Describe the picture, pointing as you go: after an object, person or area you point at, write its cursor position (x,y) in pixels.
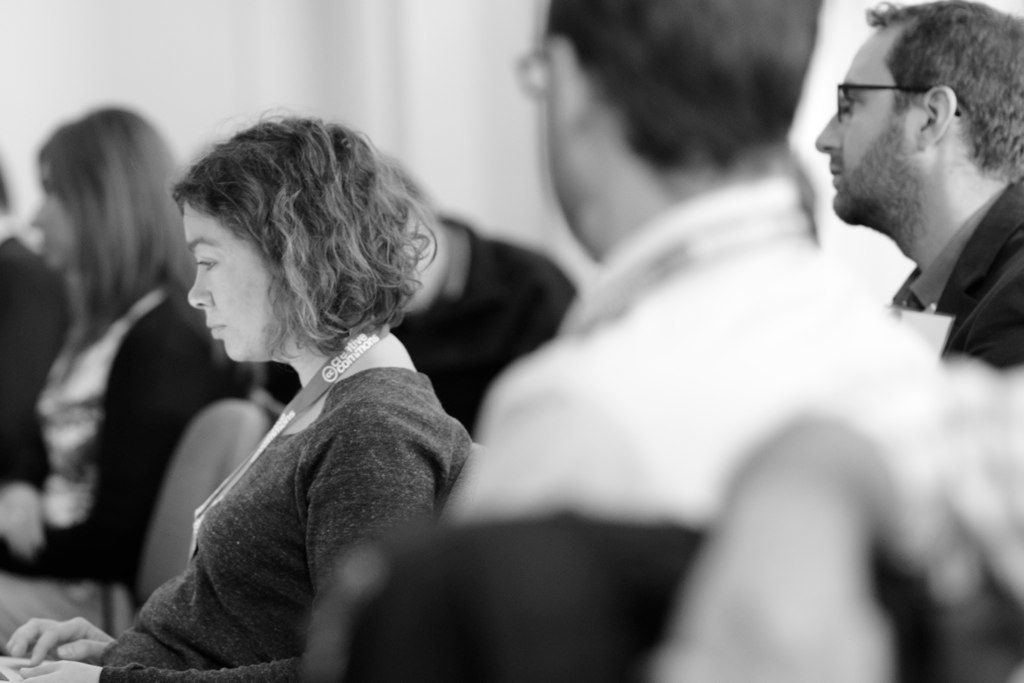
In this image are three men (690,333) sitting towards the right of the image (745,339), there are two women (174,428) sitting towards the left of the image (317,543), there is a woman (205,528) wearing an identity card (351,356), there is an object (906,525) towards the bottom of the image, there is a person (15,281) towards the left of the image (23,307), the background of the image (374,100) is white in color.
